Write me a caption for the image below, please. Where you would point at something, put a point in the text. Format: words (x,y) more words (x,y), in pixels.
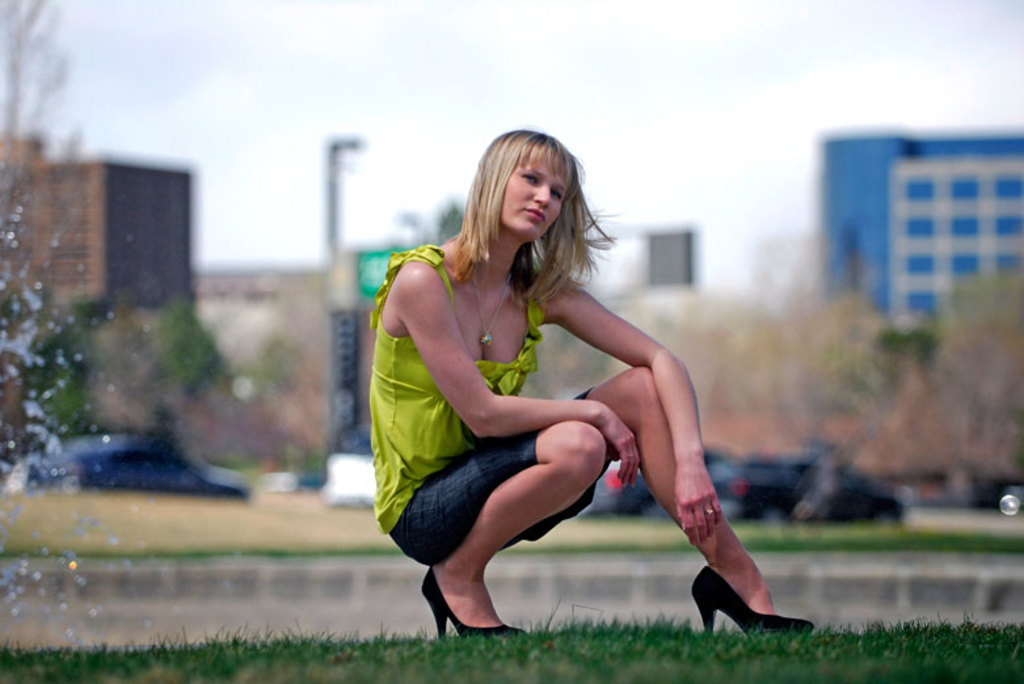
In the image there is a woman (395,345) in green dress (393,348) sitting on the grassland (931,674) and behind her there are few cars (122,453) going on the road (977,525) followed by buildings (850,201) in the background (271,327) with trees (701,373) in front of it and above its sky (347,53).
